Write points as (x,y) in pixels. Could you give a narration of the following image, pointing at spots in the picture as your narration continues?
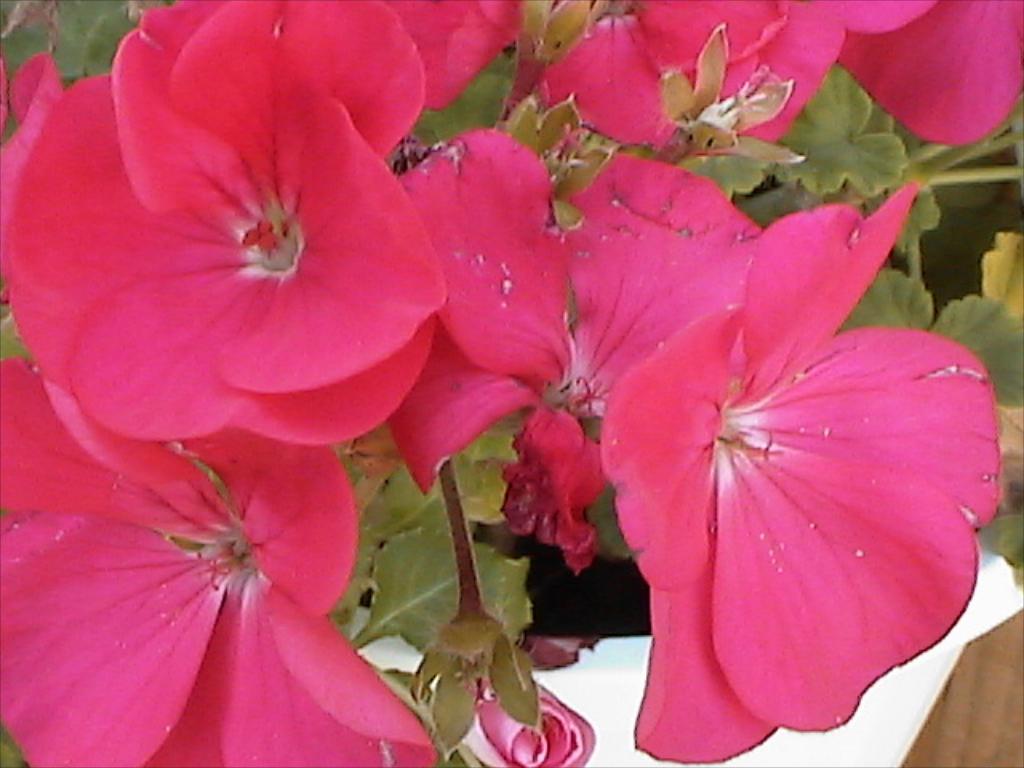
We can see pink flowers (339,571), leaves (1011,344) and white pot (851,725).
